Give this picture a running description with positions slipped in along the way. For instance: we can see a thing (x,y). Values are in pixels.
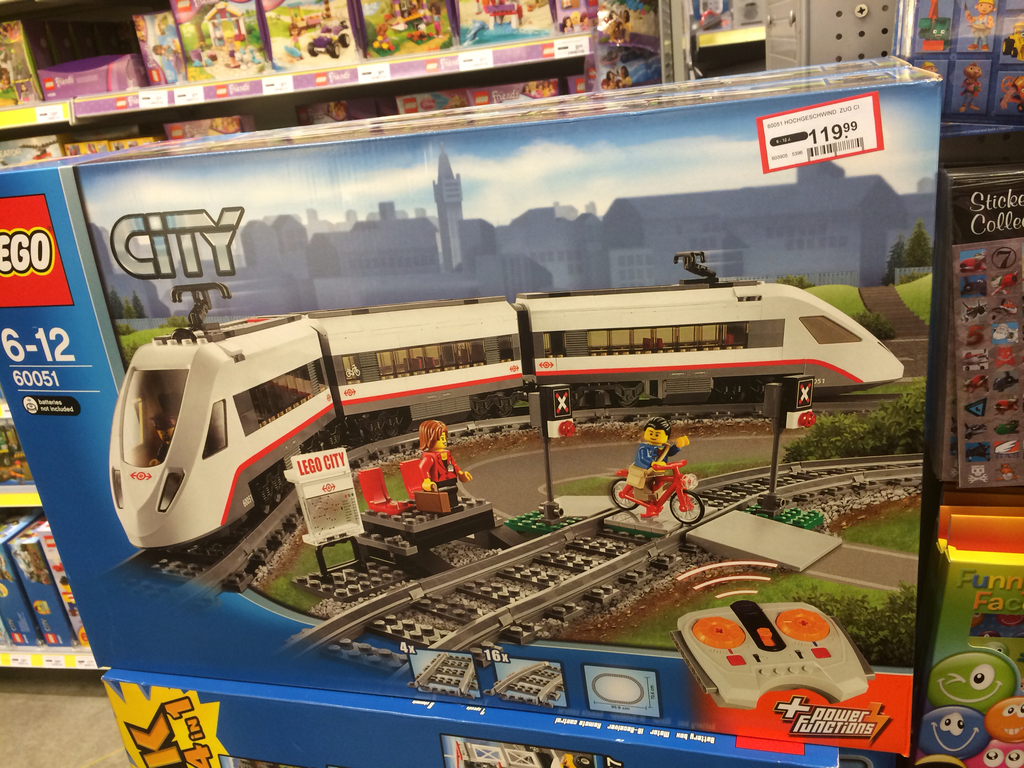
In this image we can see some boxes (363,546) placed on the surface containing the pictures (444,532) of some toys (589,514) and text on it. On the backside (189,126) we can see a group of boxes (236,72) placed in the shelves (312,69).
